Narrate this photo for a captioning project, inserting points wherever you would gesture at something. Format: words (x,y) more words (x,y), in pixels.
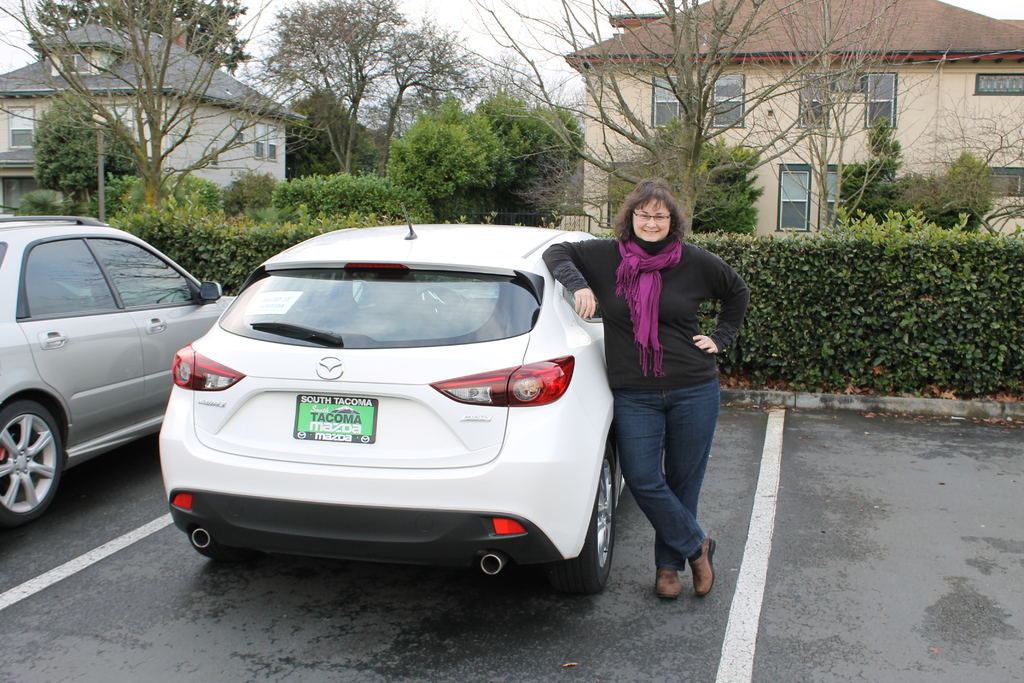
In the image in the center (602,274) we can see one woman (686,423) standing and she is smiling, which we can see on her face (636,227). And we can see two cars (492,304) on the road (647,536). In the background (575,62) we can see trees (442,125), sky (507,12), clouds (403,12), buildings (968,88), roof (982,42), wall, windows (984,82), fence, plants (127,209) etc.
